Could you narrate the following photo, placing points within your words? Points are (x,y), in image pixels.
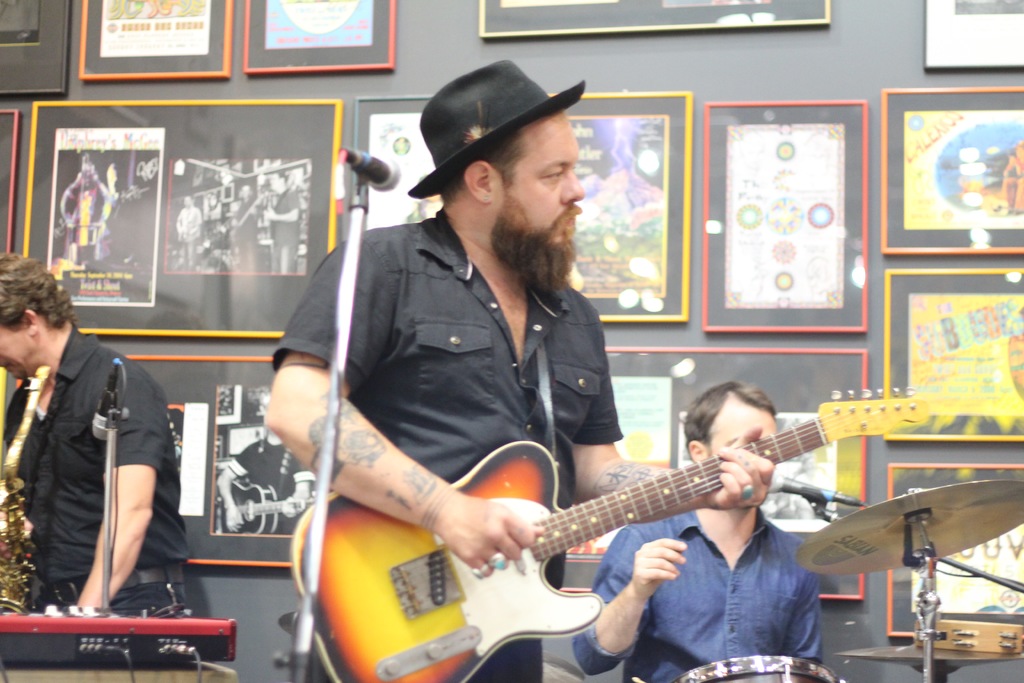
In this image, we can see 3 human beings (103,503). The center person (559,453) is wearing a black color shirt (512,422) and hat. He is playing a guitar (567,531). On the right side person (612,583), He wear a shirt (764,593). The left side person (63,509) is standing. We can see some instruments (145,637) in-front of them. At the background (209,191), we can see some photo frames (590,106). Here we can see microphone (380,180).
